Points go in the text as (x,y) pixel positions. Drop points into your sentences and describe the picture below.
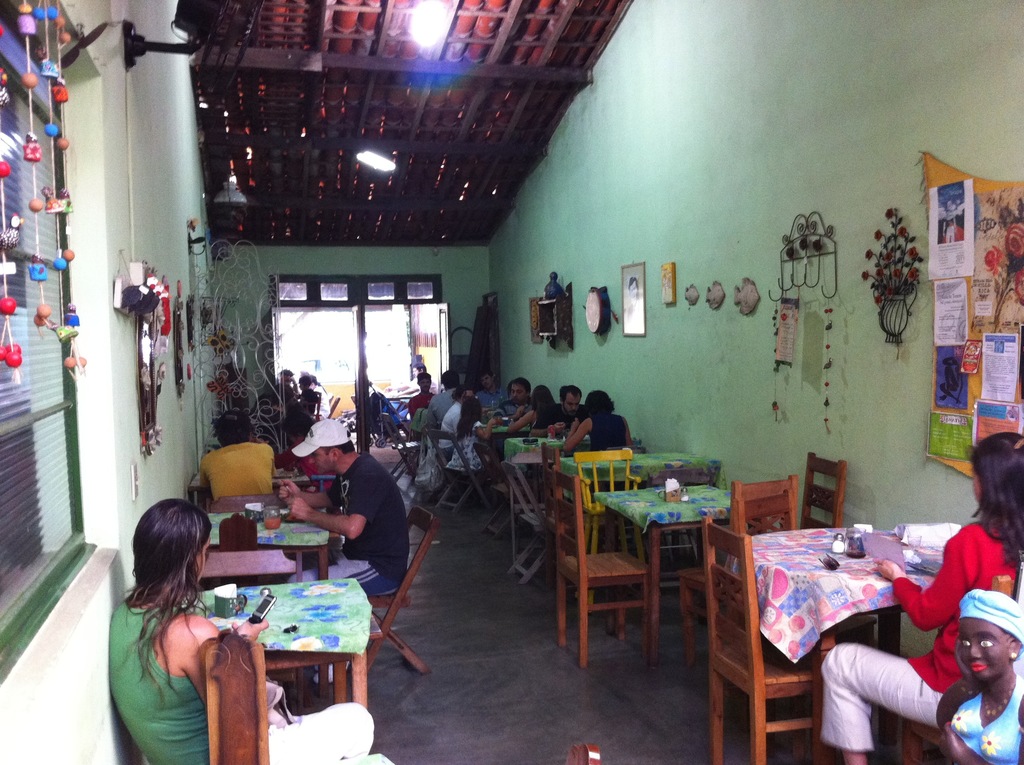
In this image there are group of people (380,545) sitting on the chair (251,710). On the table (664,510) there is a tissue holder (671,482). On the wall (716,325) there are some frames (628,324).
